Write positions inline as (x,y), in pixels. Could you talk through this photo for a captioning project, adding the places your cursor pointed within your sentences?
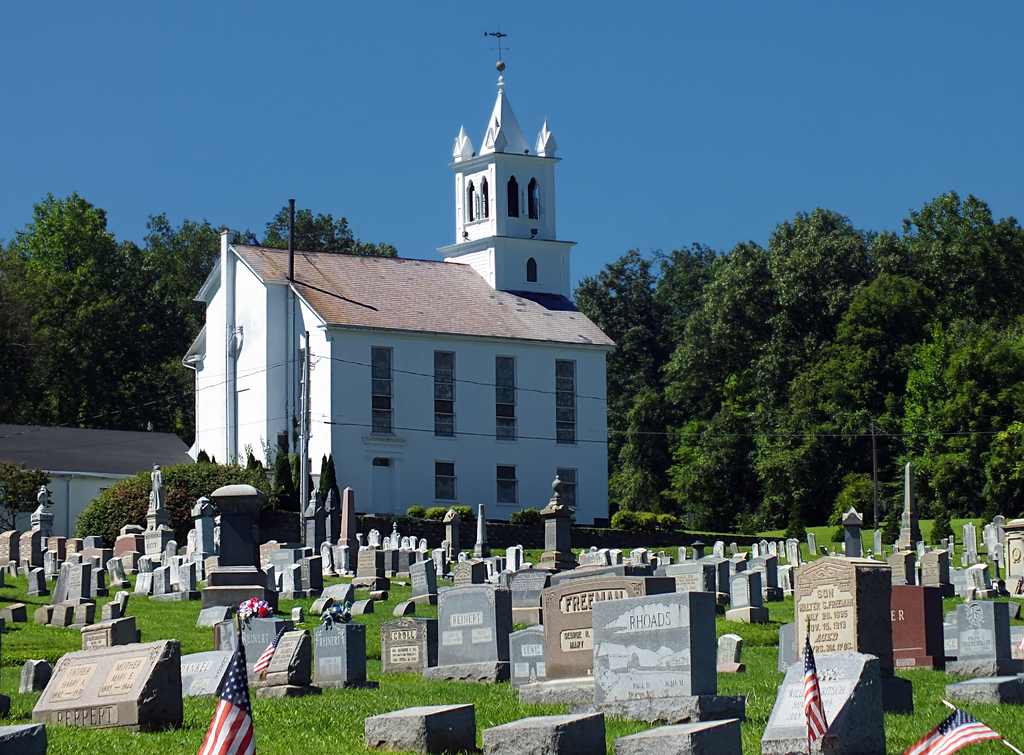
At the bottom of the picture (335,550), we see graves (388,626) in the graveyard (652,628). We even see the grass (292,703) and the flags (239,716) in white, red and blue color. Behind that, we see buildings (341,404) in white color. There are trees (794,405) in the background (850,399). At the top of the picture (677,138), we see the sky (227,137), which is blue in color.
